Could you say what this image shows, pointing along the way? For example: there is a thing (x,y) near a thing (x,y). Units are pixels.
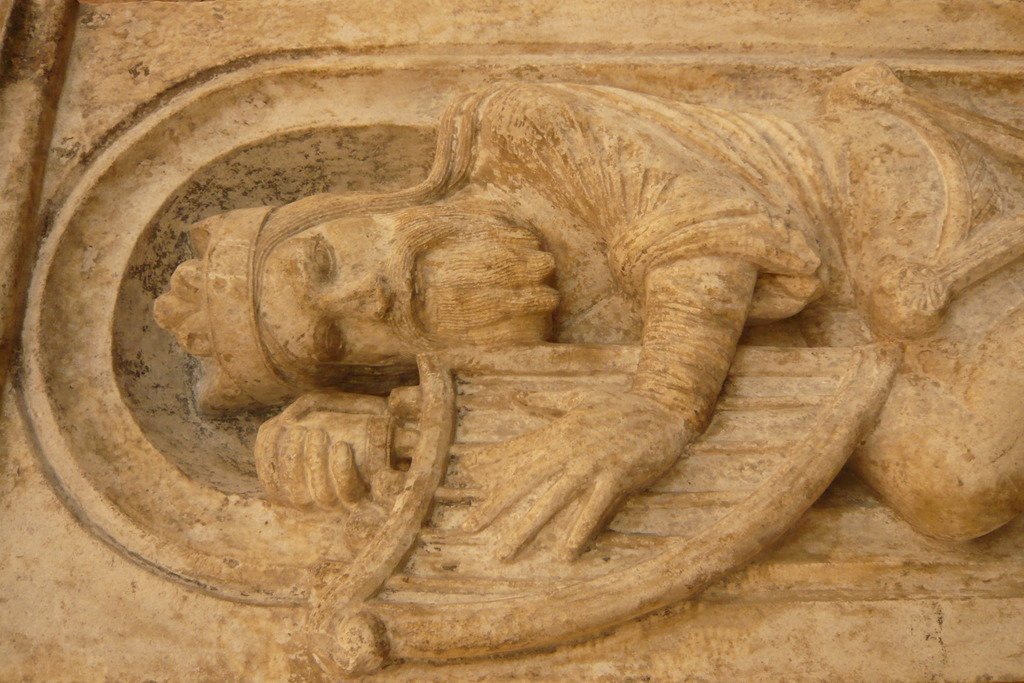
In the center of this picture (656,239) we can see the stone carving (577,213) of a person (956,507) holding some object (428,461).
